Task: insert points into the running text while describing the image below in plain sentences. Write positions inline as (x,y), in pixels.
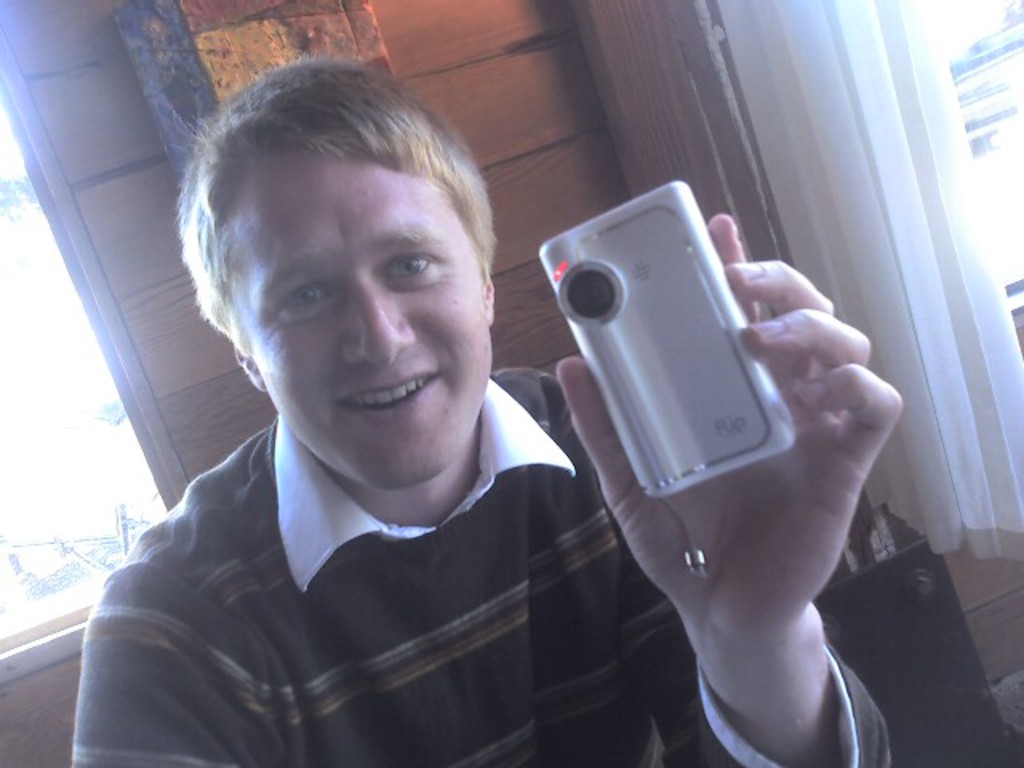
In this image we can see a man (387,310) holding a device (722,327). On the backside (127,460) we can see a wooden wall (171,432), windows (131,479) and a curtain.
